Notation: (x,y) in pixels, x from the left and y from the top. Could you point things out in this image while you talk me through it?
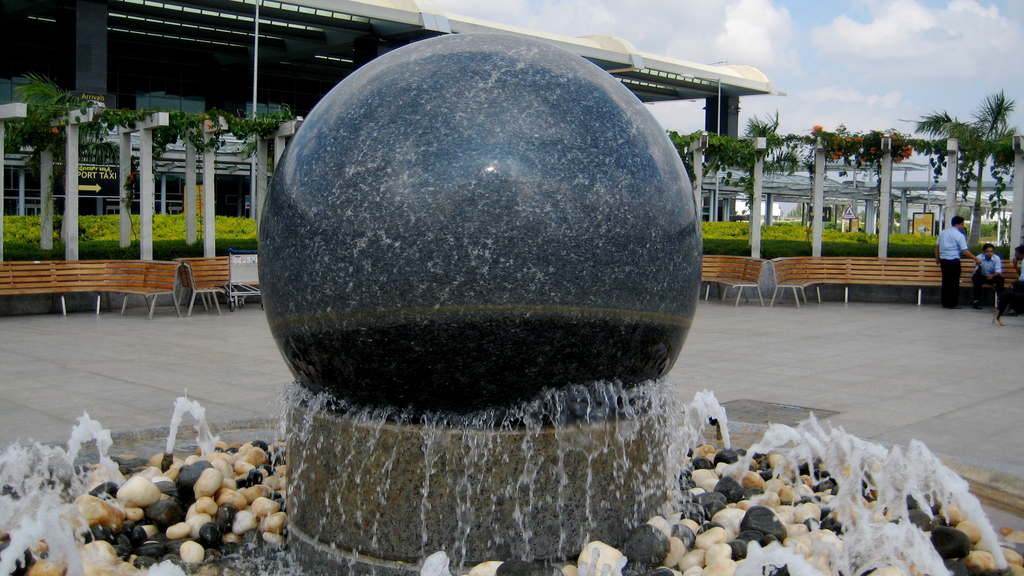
Sky (843,43) is cloudy. Background there is a building (320,52), tree (987,133), plants (1009,205) and benches (199,271). Here we can see three people (940,260). Front we can see water fountain (444,461) with rocks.
